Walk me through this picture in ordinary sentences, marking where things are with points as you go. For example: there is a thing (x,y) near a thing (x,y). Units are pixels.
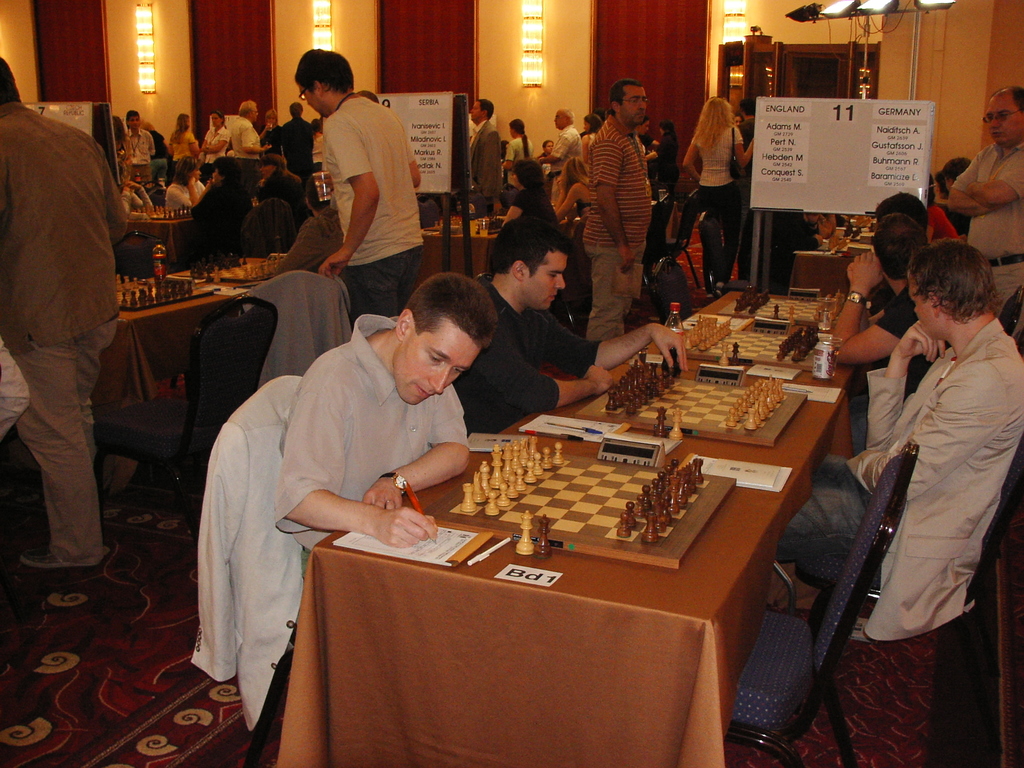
In this image I can see group of people (423,427) sitting in front of the table (841,386). And some people (400,237) are standing. On the table (742,496) there is a chess board (708,493) and the pieces (656,508). There are also few papers (451,556) on the table (529,624). One person (342,502) is holding a pen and writing on that. In the back (455,167) there is a board (926,128), lights (537,35) and the door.
